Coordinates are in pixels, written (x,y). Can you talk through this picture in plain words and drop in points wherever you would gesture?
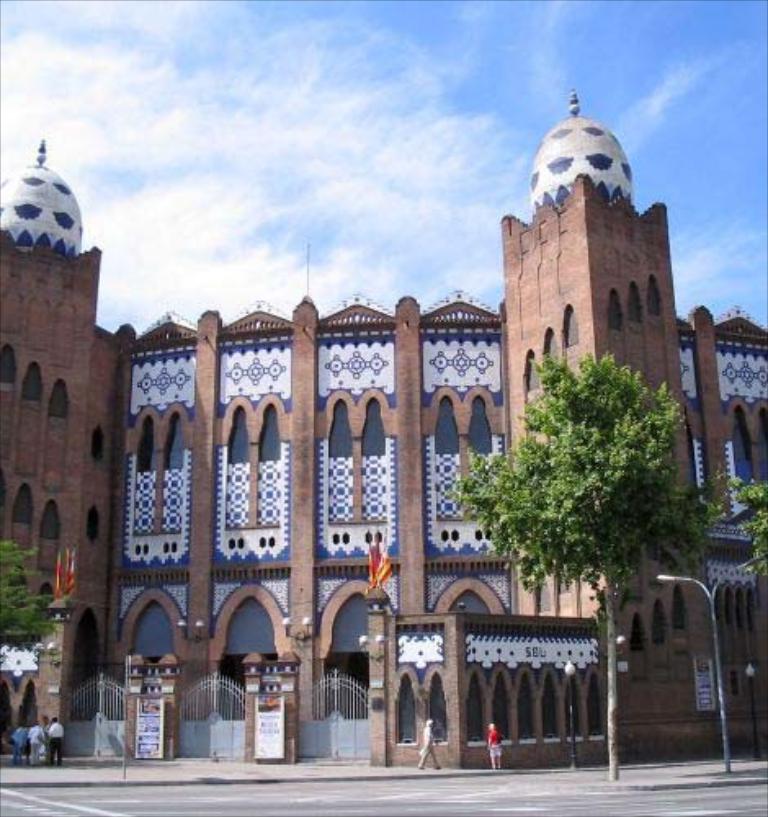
In this image I can see a road (195,815) at the front (722,810). There is a pole (726,760) and trees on the right (716,618). There is a building (715,693) at the back (715,716) which has 3 gates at the front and there are flags (377,546). People (41,732) are present in front of it and there is sky (264,144) at the top (385,134).
